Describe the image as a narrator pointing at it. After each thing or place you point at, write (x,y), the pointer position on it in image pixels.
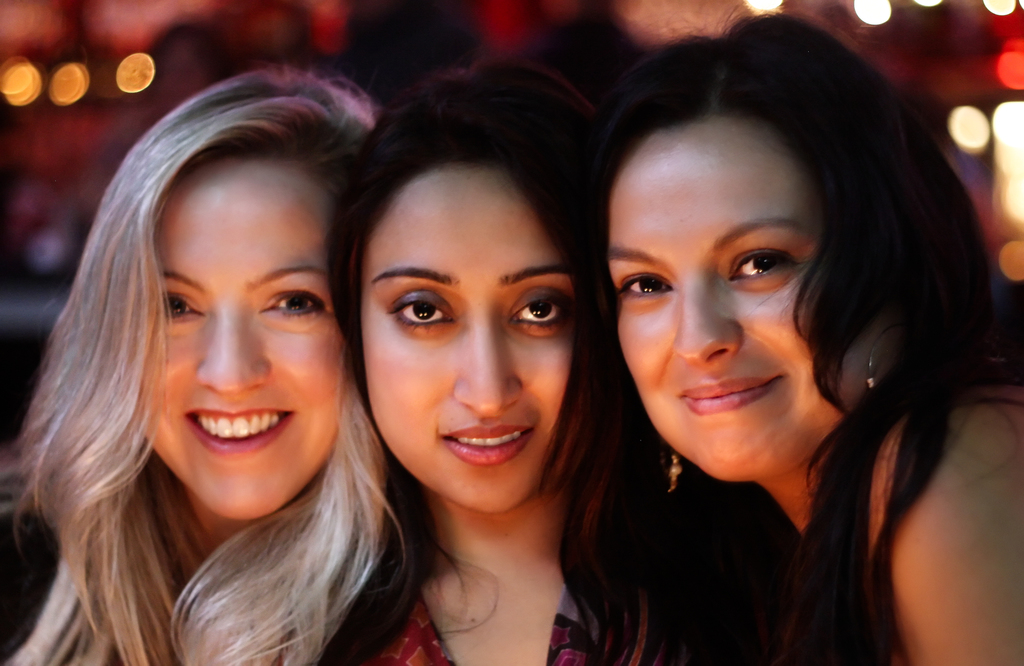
Here I can see three women (325,450) smiling and giving pose for the picture. In the background (18,75) there are few lights (971,124). The background (33,283) is blurred.
